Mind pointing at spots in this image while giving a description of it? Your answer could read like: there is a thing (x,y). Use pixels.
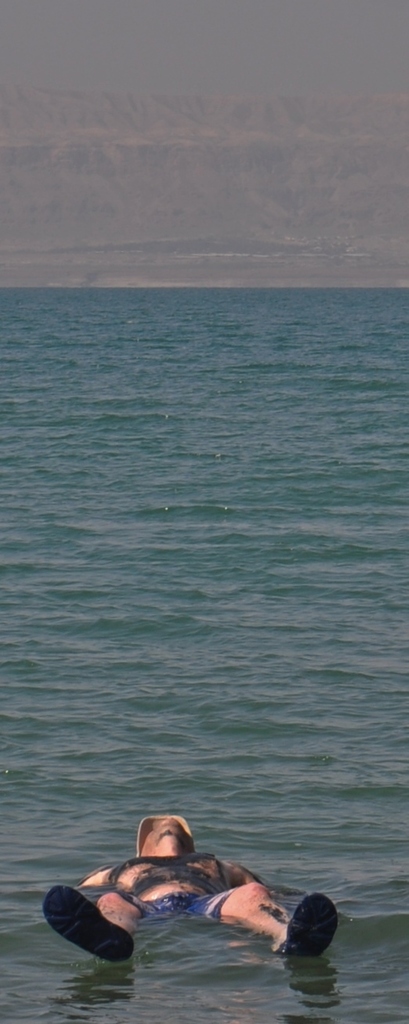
In this image there is a person (174,891) lying on the water (93,839). In the background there is the sky (262,35).
